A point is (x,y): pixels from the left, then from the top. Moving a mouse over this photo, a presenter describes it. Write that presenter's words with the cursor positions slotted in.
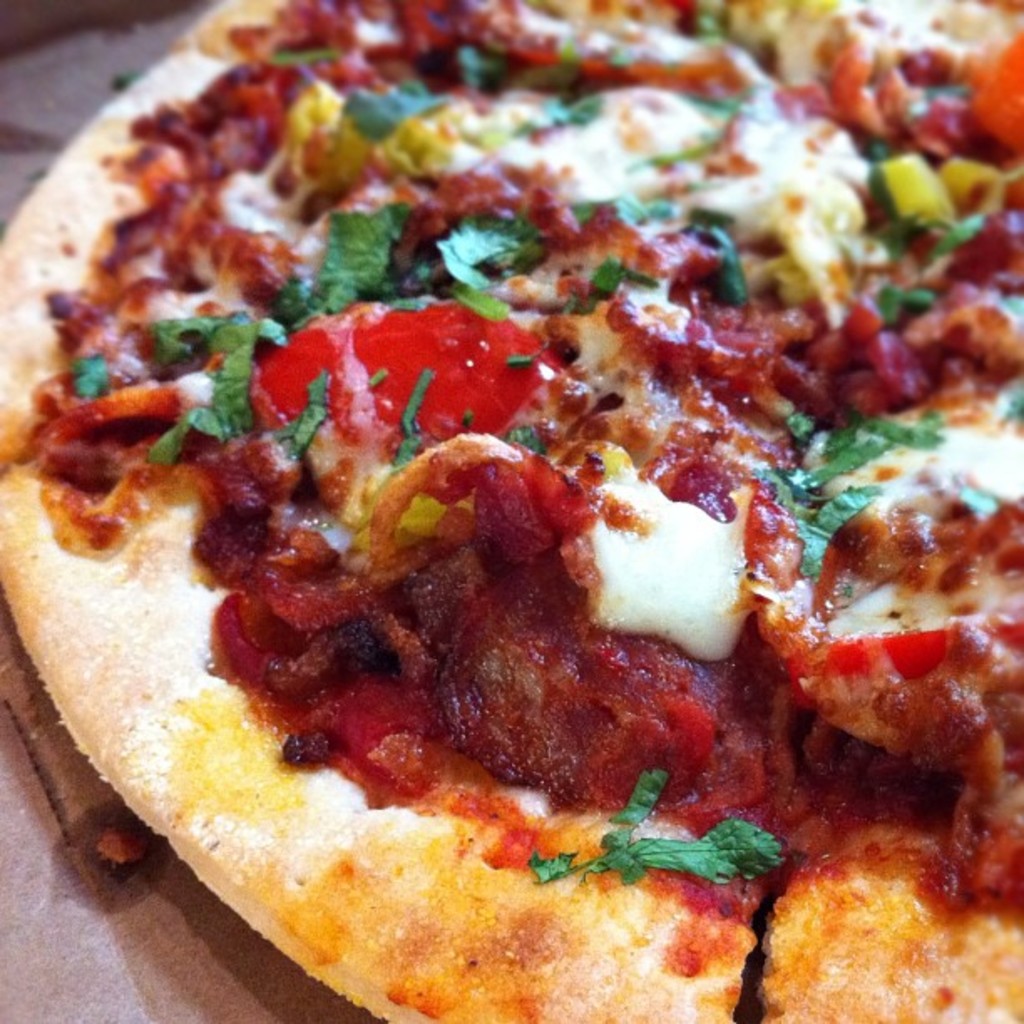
In this image we can see a pizza (547,455).
